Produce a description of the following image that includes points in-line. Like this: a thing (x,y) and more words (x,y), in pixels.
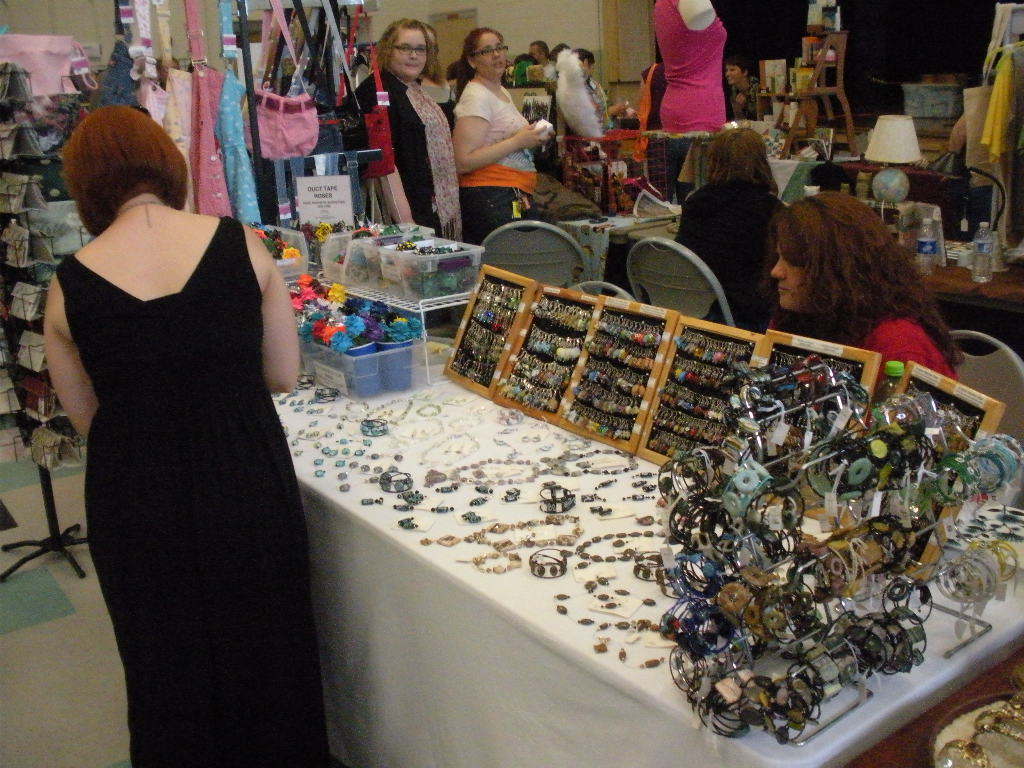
Here I can see a table (519,690) which is covered with a white color cloth (395,662). On the table (567,607) some jewelry (863,591) are placed. Beside the table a woman (190,454) is wearing a black color dress (150,440) and standing. On the right side (882,283) there are few chairs (637,275) and two women (755,275) are sitting on the chairs (691,283). In the background (409,125), I can see many people (457,158) are standing and also I can see dresses (240,116), bags (294,104) and many objects (30,162) hanging to metal rods (251,128). It seems to be a stall (629,323).
